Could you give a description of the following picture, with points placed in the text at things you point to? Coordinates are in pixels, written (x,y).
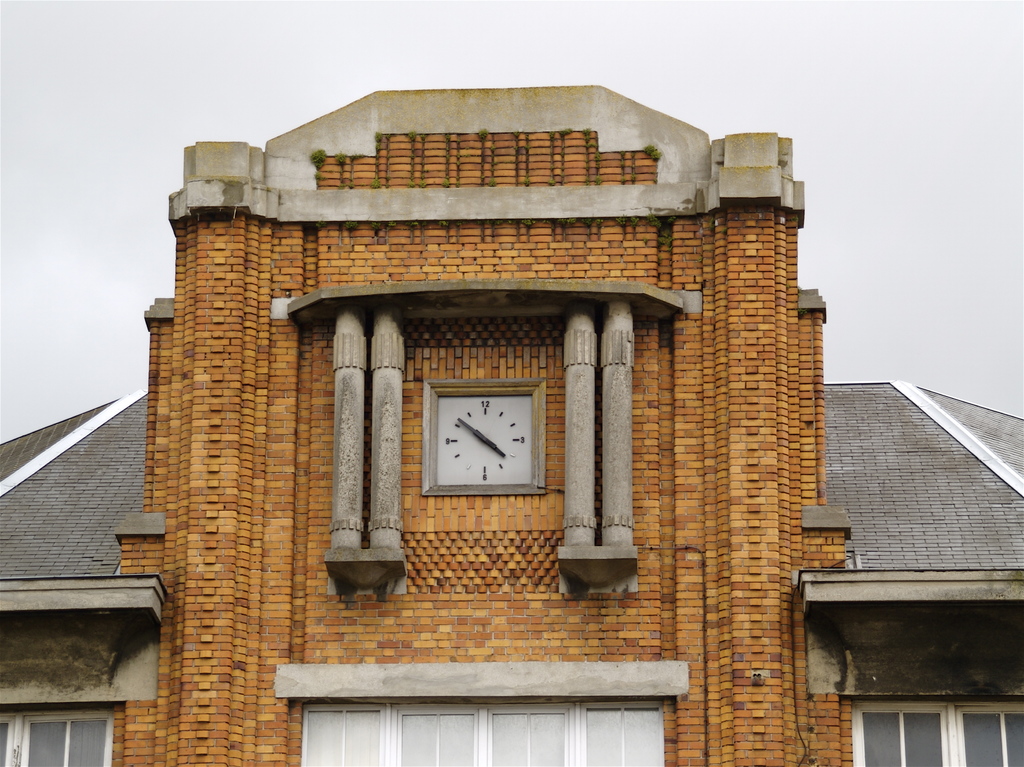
This looks like a building (398,616) with the windows (513,755) and pillars (345,500). I can see a wall clock (508,450), which is attached to the building wall (523,375). This is a roof (89,511). Here is the sky (809,88).
